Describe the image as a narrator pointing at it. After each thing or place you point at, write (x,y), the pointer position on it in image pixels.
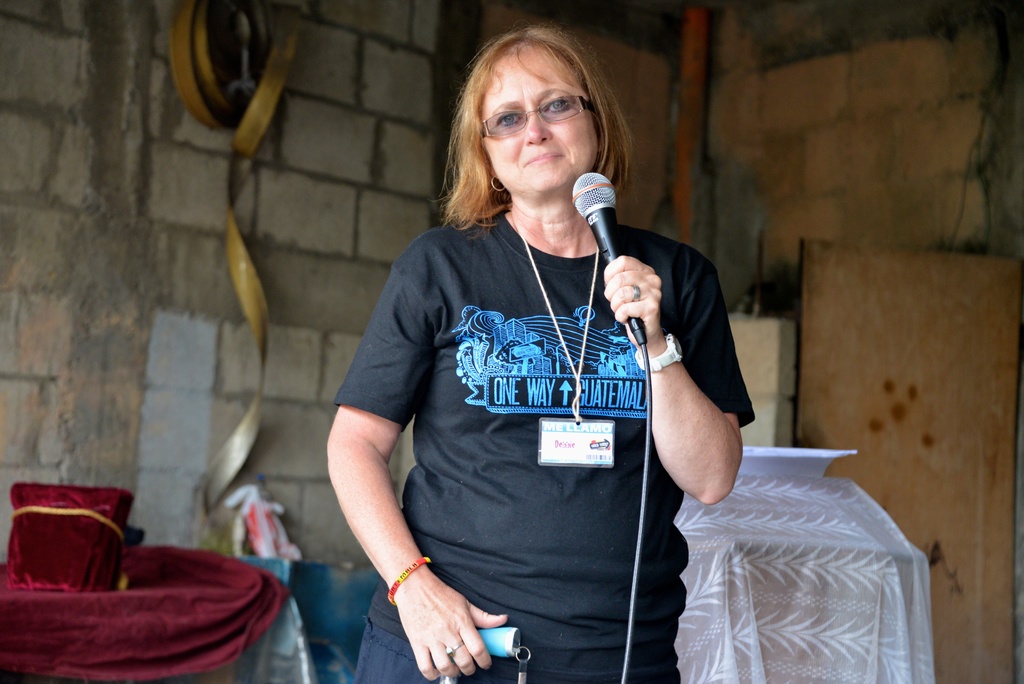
In this image I can see a woman (533,364) wearing black color dress (533,364) is standing and holding a microphone (614,239) in her hand (639,272). In the background (769,562) I can see the wall (71,306) which is made up of bricks (80,279), a white colored cloth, a red colored cloth (93,624) and a yellow colored belt (258,305) to the wall (258,216).
